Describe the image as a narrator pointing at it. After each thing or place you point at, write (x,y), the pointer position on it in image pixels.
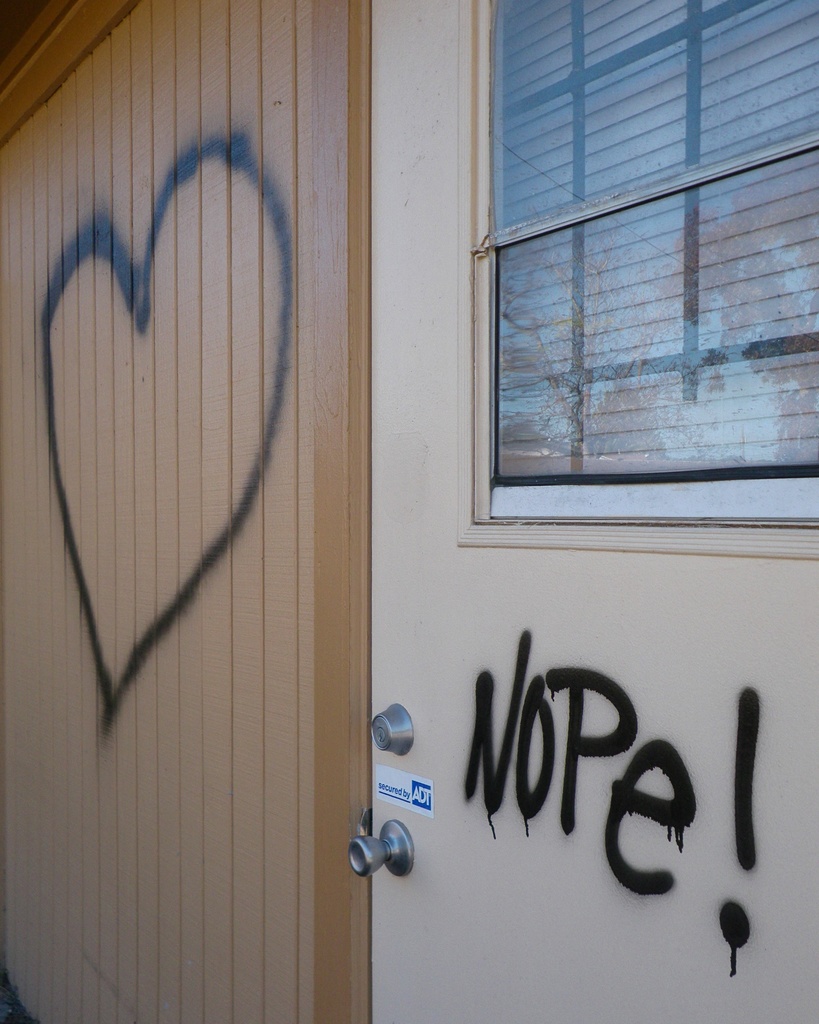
In the center of the image (530,596) there is a door (497,515) and we can see a window (630,333). On the left (19,462) there is a wall (158,666) and we can see a graffiti (99,645) on the wall (130,362).
